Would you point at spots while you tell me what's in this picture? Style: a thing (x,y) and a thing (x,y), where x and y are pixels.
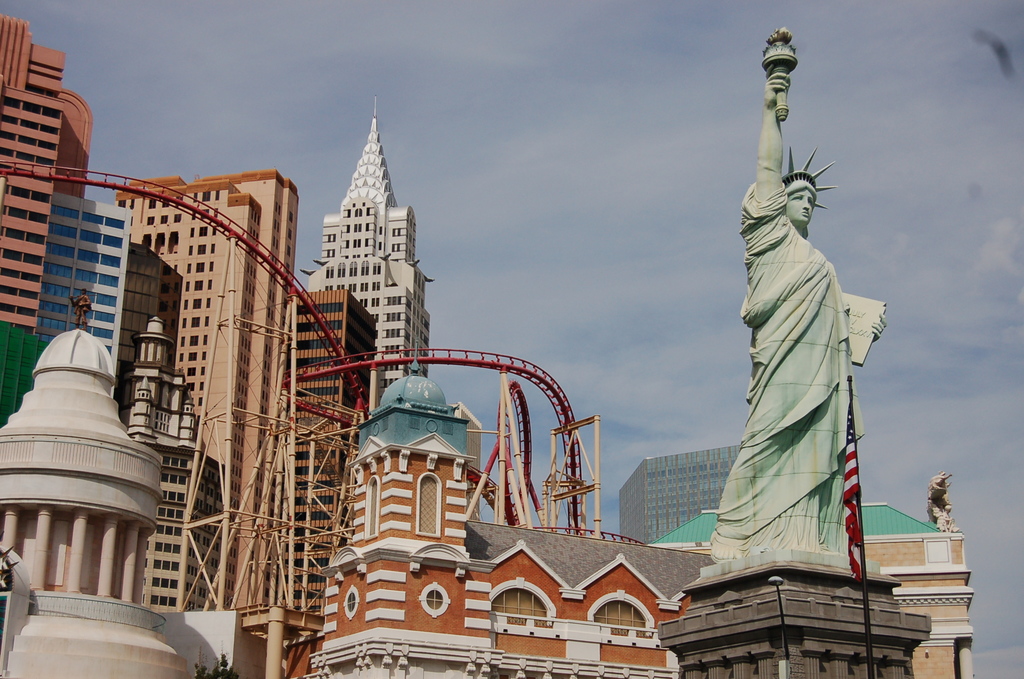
In this picture there is a statue of liberty (793,405). In the background (146,359) I can see many buildings (413,475), beside the building (411,384) I can see the roller coaster (316,368). On the right (944,475) there is a statue (943,515) on the roof (936,528) of the building (920,528). At the top (624,140) I can see the sky (584,152) and clouds (604,202). In the bottom left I can see the tree (201,673).
